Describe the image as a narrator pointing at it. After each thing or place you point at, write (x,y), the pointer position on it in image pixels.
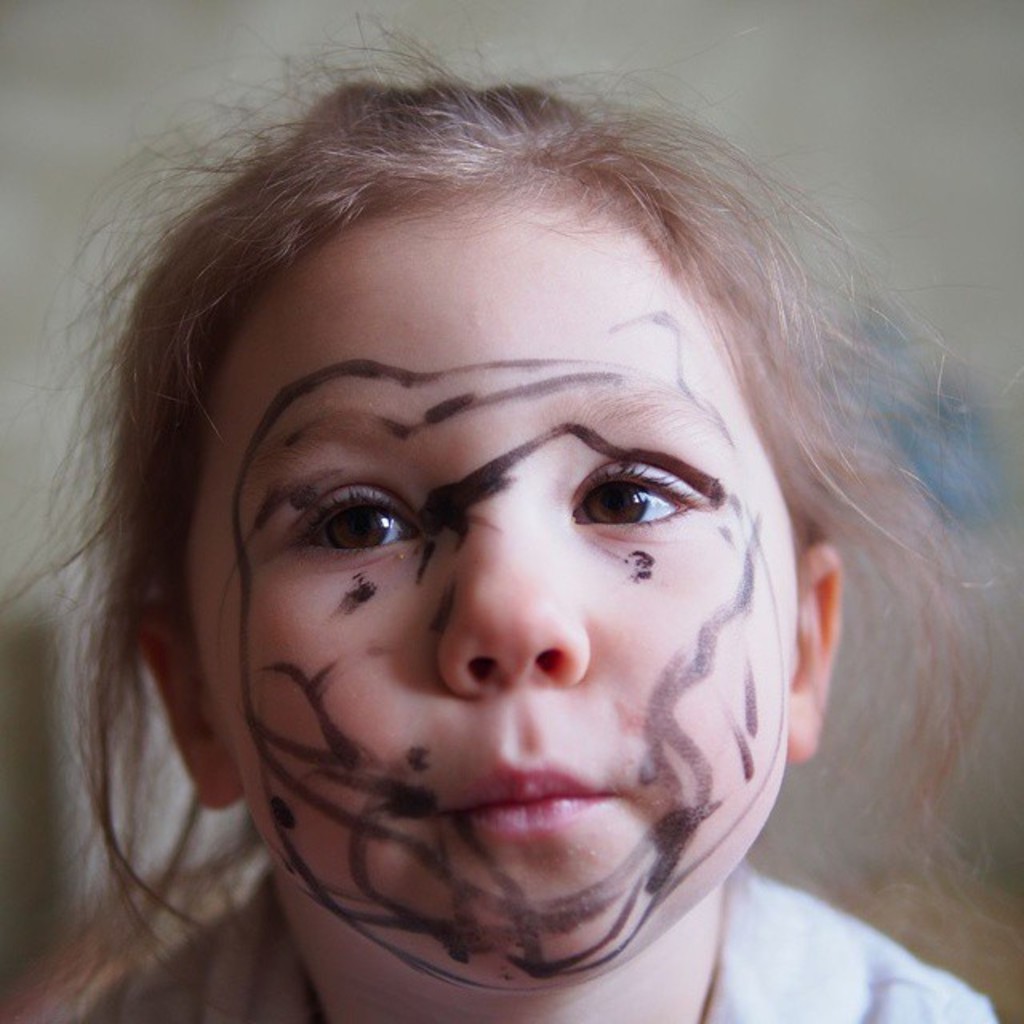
In this picture there is a girl (814,945) and we can see painting (700,667) on her face (431,506). In the background of the image (691,68) it is blurry.
